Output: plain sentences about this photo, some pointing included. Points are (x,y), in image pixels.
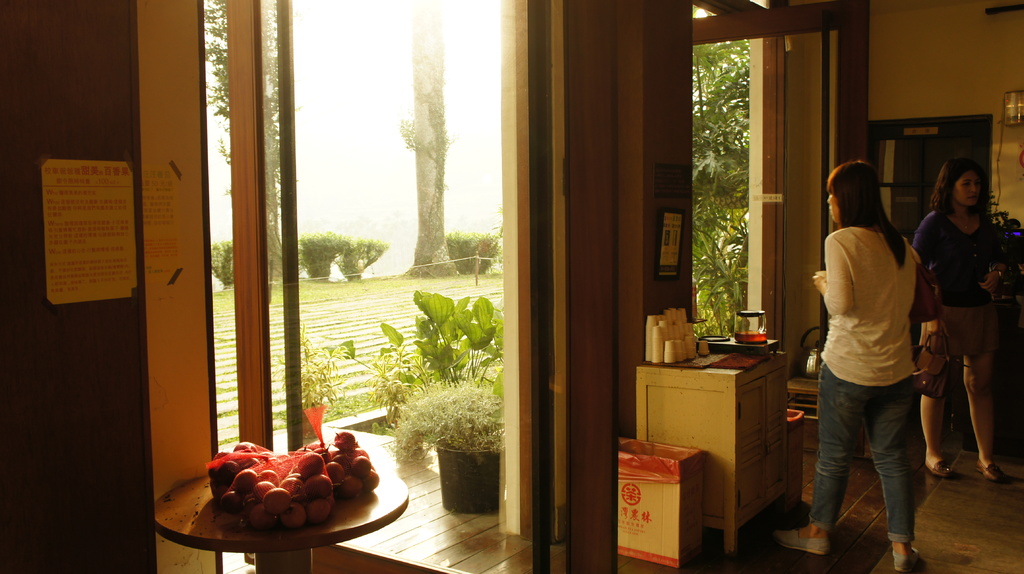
The two persons (848,278) are standing. On the right side (718,406) there is a cupboard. There is a bowl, cloth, glass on a table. On the left side (341,525) there is a stool (293,535). There is a fruits (278,455) on a stool (238,520). We can see in background (353,144) wall (81,122), window (363,268) and posters (90,166).
